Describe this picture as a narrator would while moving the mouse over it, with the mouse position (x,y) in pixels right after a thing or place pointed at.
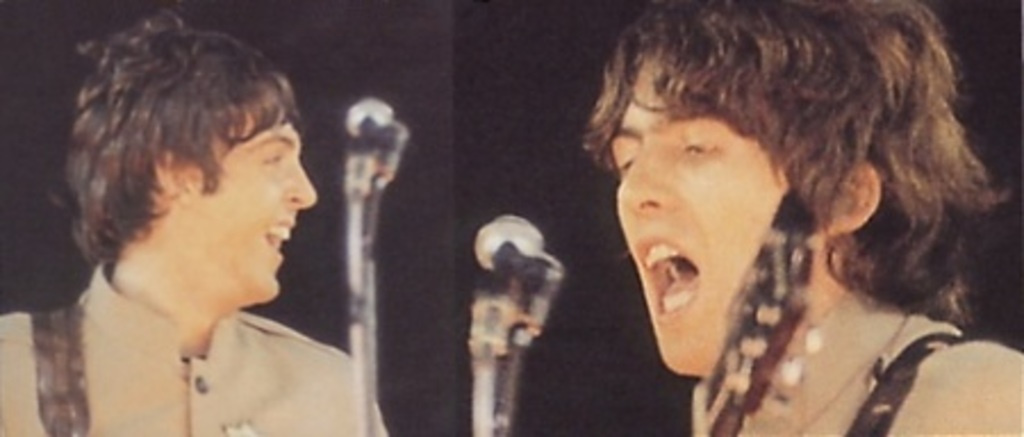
This is a collage image and on the right (818,258), there is a person (821,282) holding a guitar (769,303) and there is a mic (539,299) and on the left (193,274), we can see a person (273,260) and a mic (354,186).
